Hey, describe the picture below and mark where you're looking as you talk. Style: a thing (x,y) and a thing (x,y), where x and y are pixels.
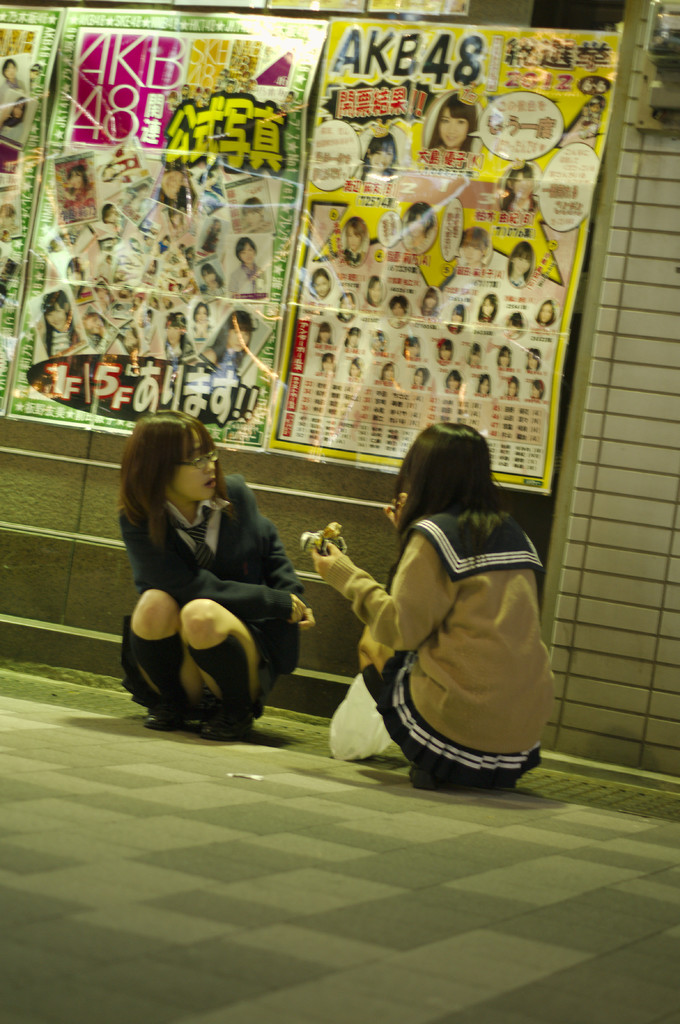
Here 2 girls (441,722) are sitting, they wore coats (447,690) and these are the papers (421,302) that are sticked to the wall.
